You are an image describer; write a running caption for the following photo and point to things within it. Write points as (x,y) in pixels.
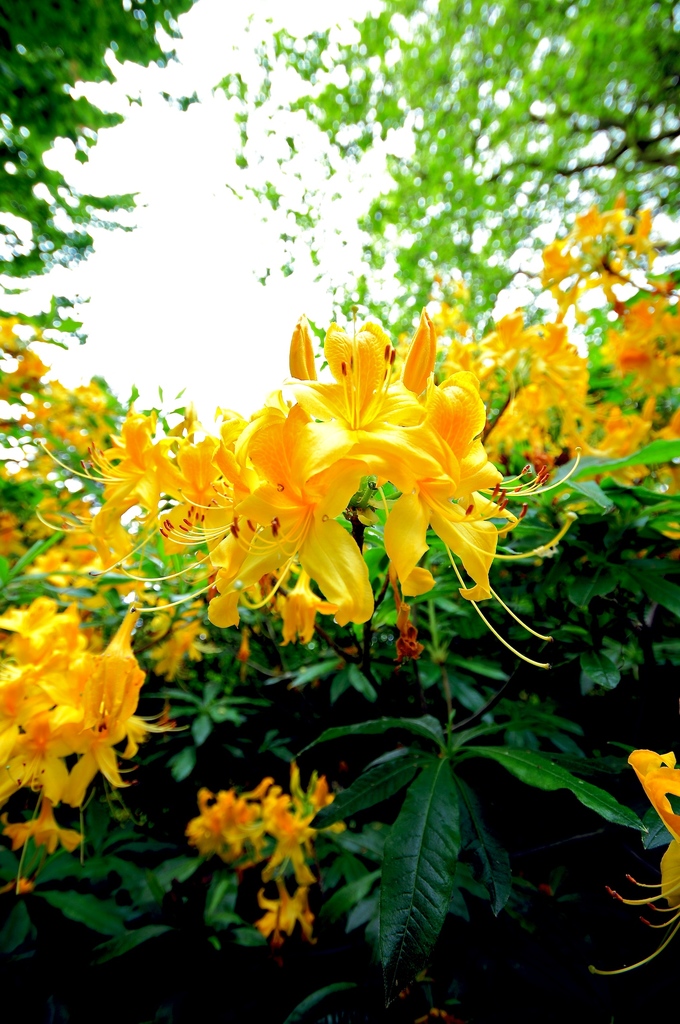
In this image in the foreground (266,589) there are some flowers (266,589) and plants (393,623), and in the background (512,185) there are some trees (541,172).
